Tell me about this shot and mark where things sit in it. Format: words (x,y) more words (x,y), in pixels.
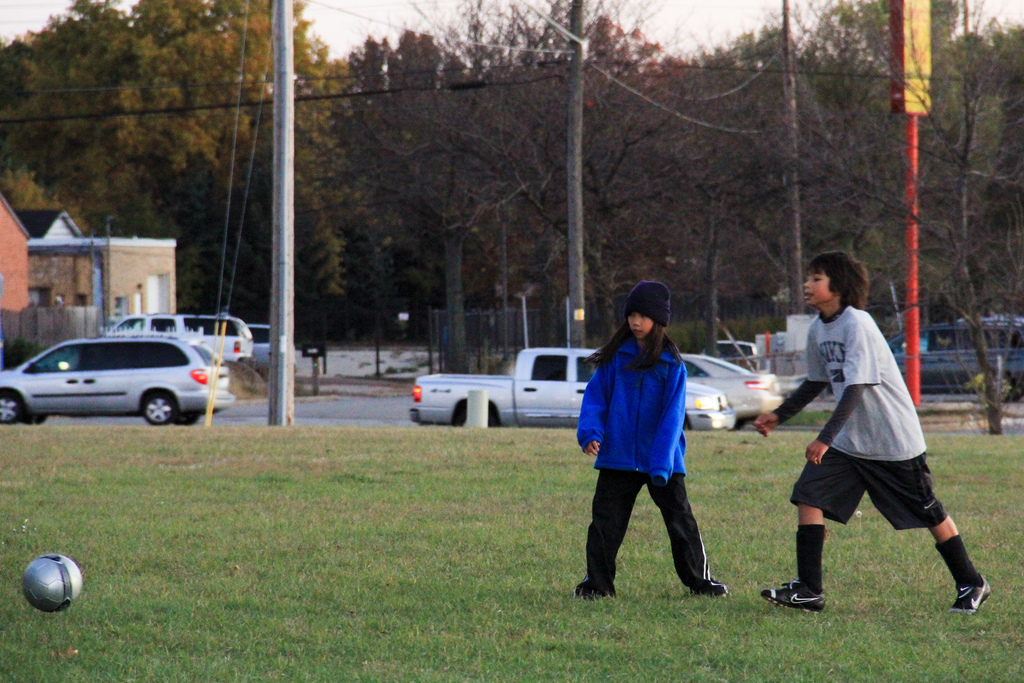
In this picture I can see there are two kids (657,458) playing, there is grass (567,627) on the floor (404,627), there is a ball (45,598) on the left side (51,567) and there are few electric poles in the backdrop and there are fewer wires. There is a road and I can see there are few vehicles (247,356) moving on the road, there are trees (113,135), a building (57,297) on the left side (18,280) and the sky (333,41) is clear.
